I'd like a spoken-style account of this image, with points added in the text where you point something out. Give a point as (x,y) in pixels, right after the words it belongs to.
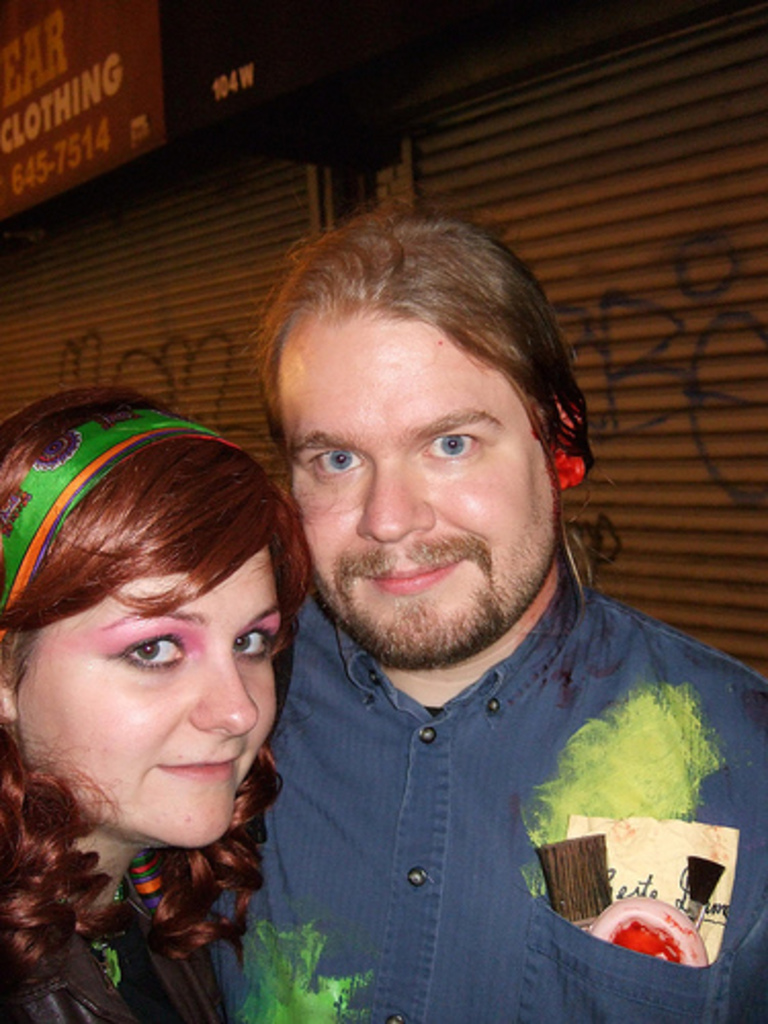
In the picture we can see a man (656,713) and a woman (130,954) standing together and a man (463,521) is in the blue shirt (755,957) and behind them, we can see two shops (679,620) which are closed and on the top of it we can see a part of the board (25,99).
